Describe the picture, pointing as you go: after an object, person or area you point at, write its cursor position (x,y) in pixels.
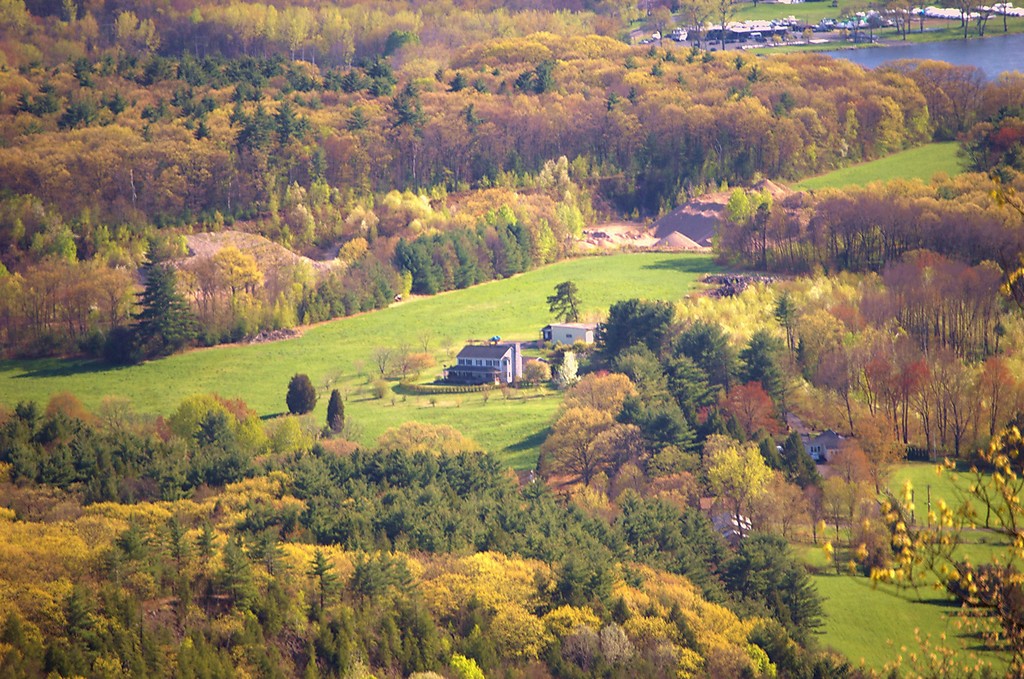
In the image we can see some trees (565,142), houses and grass (956,601). In the top right corner of the image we can see water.
